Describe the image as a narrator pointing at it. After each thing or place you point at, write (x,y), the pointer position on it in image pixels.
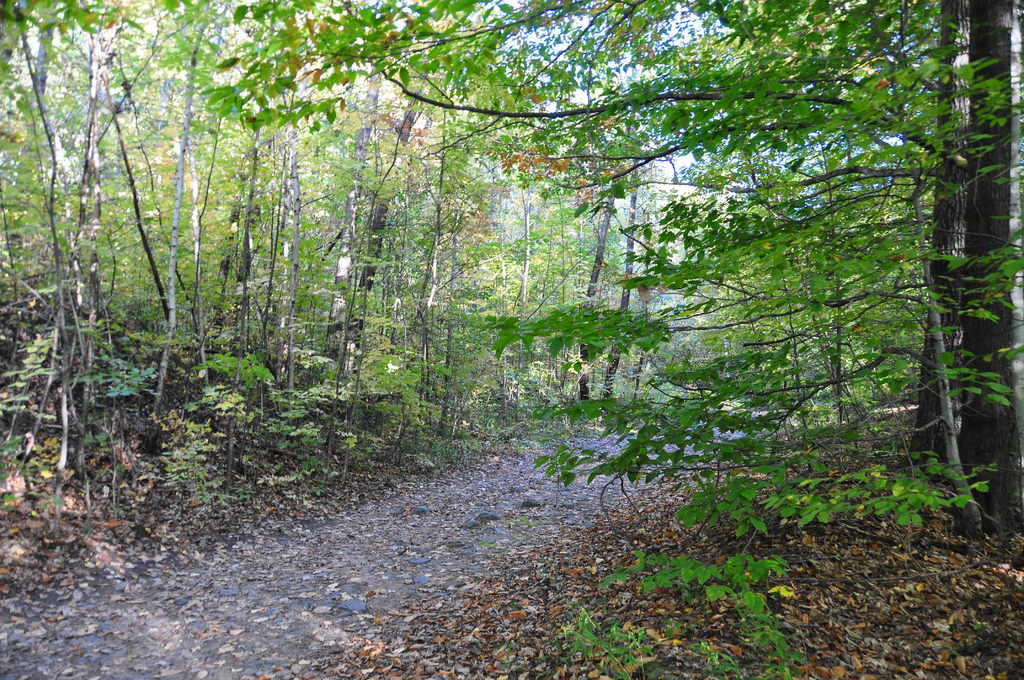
Here we can see a path (477,465) and there are leaves (562,676) on the ground (625,528). To either side of the path (259,639) we can see trees (553,244). In the background (646,149) there are clouds (678,15) in the sky (646,149).
